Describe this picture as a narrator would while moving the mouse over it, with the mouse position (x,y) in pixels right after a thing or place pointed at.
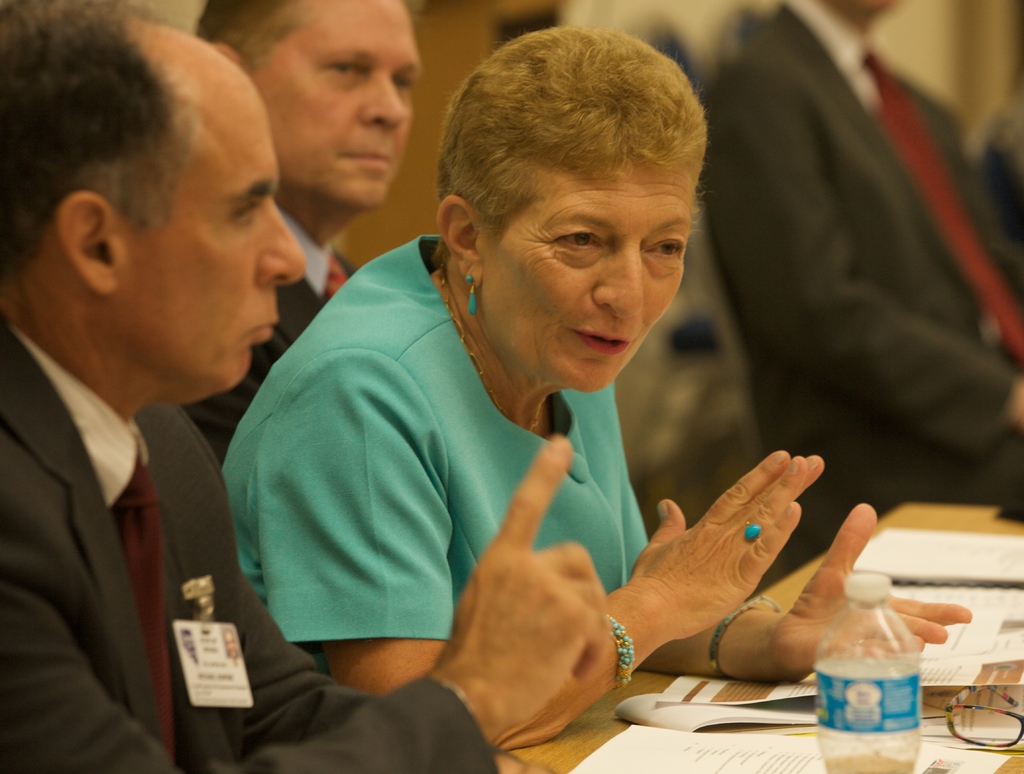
In this picture we can see three persons (234,361) are sitting in front of a table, there is a bottle (866,699), some papers (916,571) and spectacles (992,730) present on the table (989,730), in the background (889,269) we can see another person (852,125), there is a blurry background (865,129).
